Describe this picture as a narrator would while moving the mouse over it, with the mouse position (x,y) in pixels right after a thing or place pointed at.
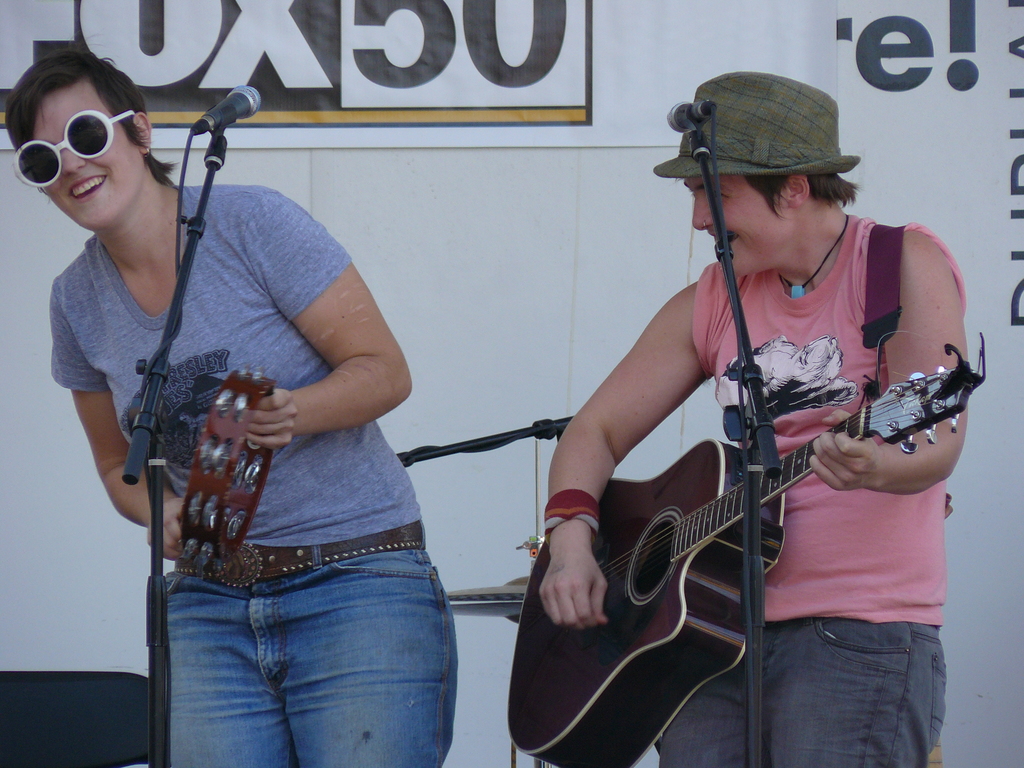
2 people (802,663) are standing. in front of them there are microphones (706,111). the person (869,469) at the right (870,549) is wearing pink t shirt (839,584) and playing guitar (592,670). the person (143,268) at the left (212,693) is wearing a t shirt (219,316), a jeans (266,599) and black and white goggles (81,130). behind them there is a white background (486,241) and a banner (432,47) on which fox 50 is written.
